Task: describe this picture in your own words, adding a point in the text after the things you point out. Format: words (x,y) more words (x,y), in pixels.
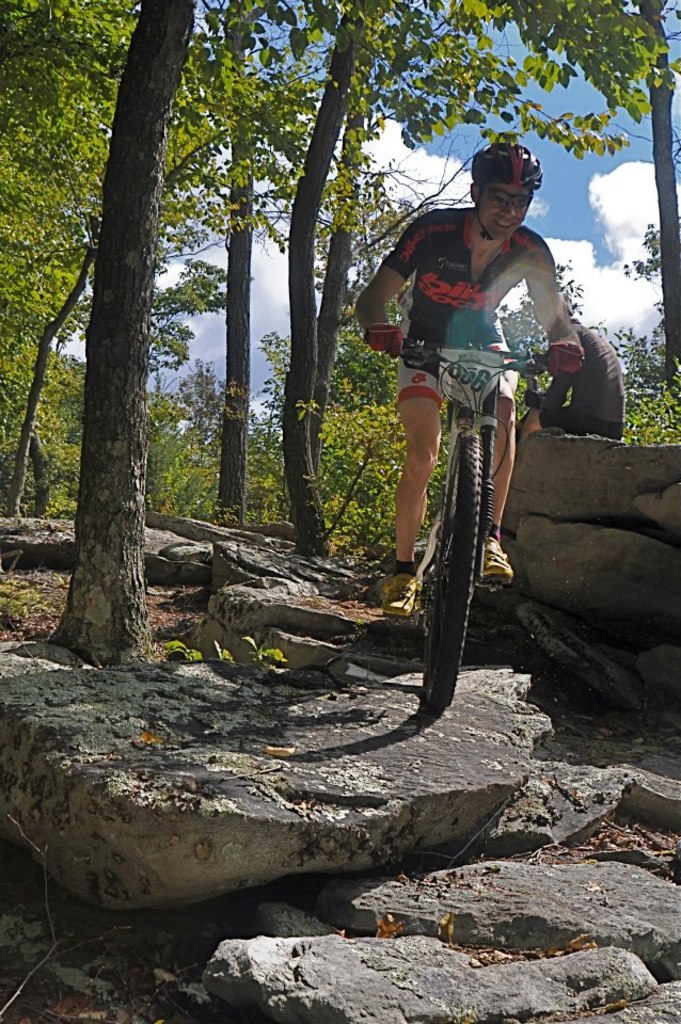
In this picture I can see a person (446,305) riding a bicycle (457,421), there is a person (574,423) sitting on the rock (561,485), there are rocks (591,483), trees (315,448), and in the background (270,306) there is sky (653,272).
